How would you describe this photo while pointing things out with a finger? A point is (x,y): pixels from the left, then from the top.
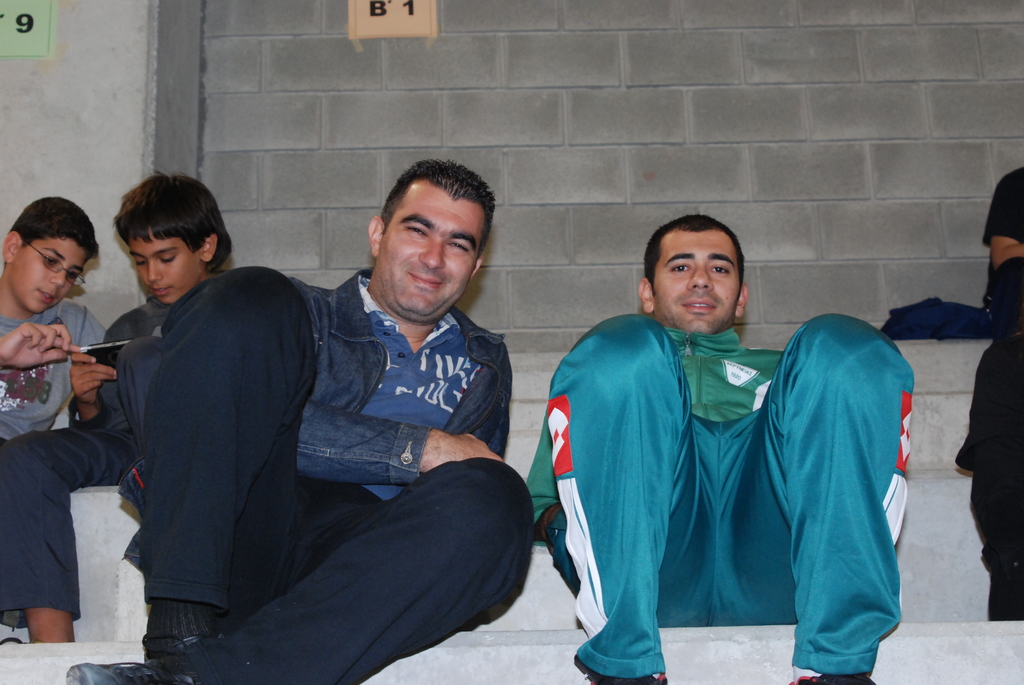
In front of the picture, we see two men (640,568) are sitting on the staircase (957,342). They are smiling and they are posing for the photo. On the right side (1016,553), we see a person (1004,586) is sitting and we see a bag (938,327) in blue color. On the left side (177,179), we see two boys (40,378) are sitting on the staircase (939,343). The boy (106,406) on the right side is holding a mobile phone (114,343) and he is playing. Beside him, we see a boy (27,293) is wearing the spectacles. In the background (247,122), we see a wall (222,85) in white and grey color. We see the text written on the boards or a wall (547,140).
